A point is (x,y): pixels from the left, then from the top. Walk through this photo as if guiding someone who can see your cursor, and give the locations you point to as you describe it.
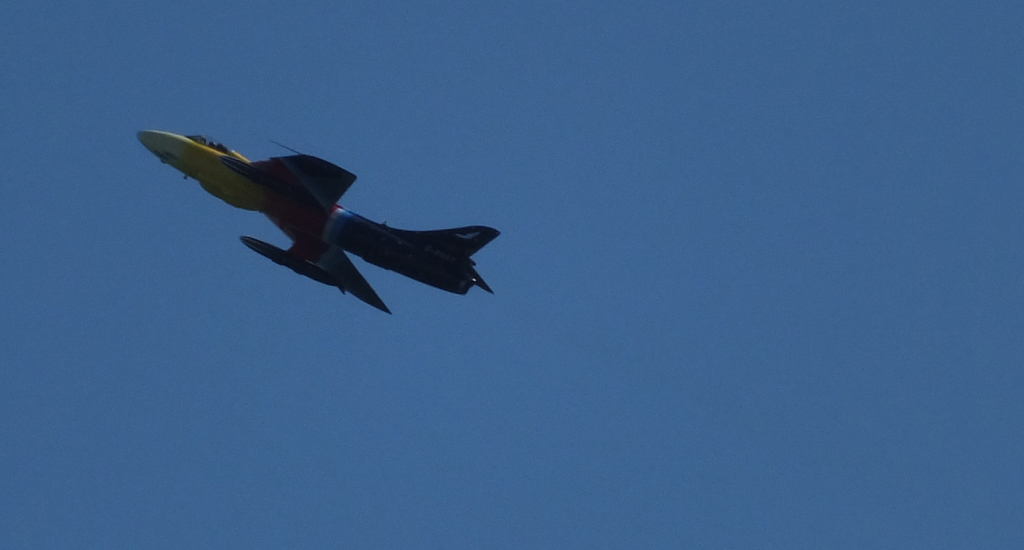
In this image we can see an aircraft (242,193) is flying in the air (292,321). In the background (292,321), we can see the blue color sky (609,199).
